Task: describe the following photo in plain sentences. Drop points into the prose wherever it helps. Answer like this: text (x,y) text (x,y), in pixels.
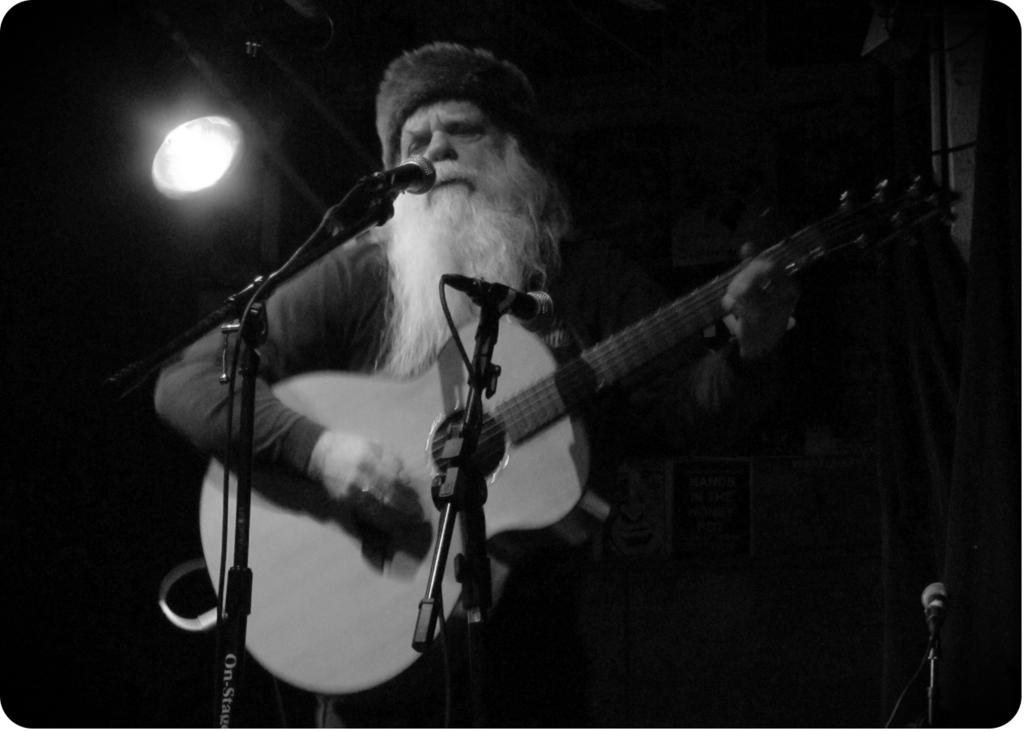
A man (356,288) wearing a cap (392,116) is holding guitar (550,422) and playing. In front of him there are mics (442,276) and mic stands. Also there is a light (181,191) in the background (198,191).
